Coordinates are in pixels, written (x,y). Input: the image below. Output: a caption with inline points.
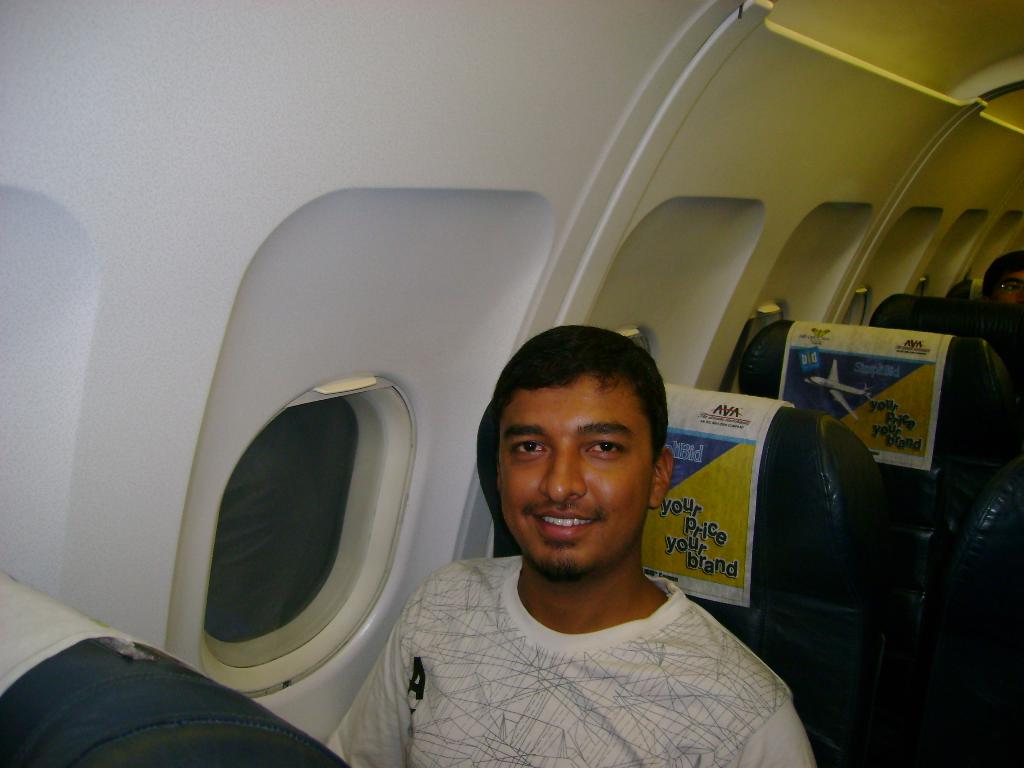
This image is taken inside of an airplane (632,202), where we can see a man (622,612) sitting on a seat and in the background (940,371), there are few seats (940,371).
